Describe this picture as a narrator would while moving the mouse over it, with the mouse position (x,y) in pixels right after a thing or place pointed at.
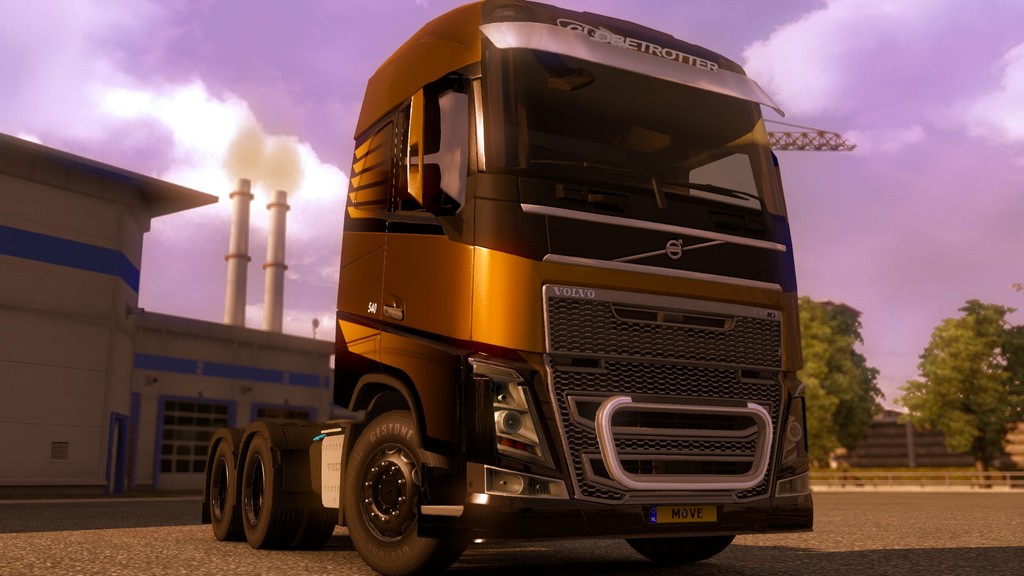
In this picture I can see there is a truck (494,412) and it has a cabin (643,377), there are doors (413,250), a windshield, headlights (529,425) and there is a building (179,365) on to left (256,386) and there are trees (933,376) on to right side (955,372) and the sky (887,20) is cloudy.
